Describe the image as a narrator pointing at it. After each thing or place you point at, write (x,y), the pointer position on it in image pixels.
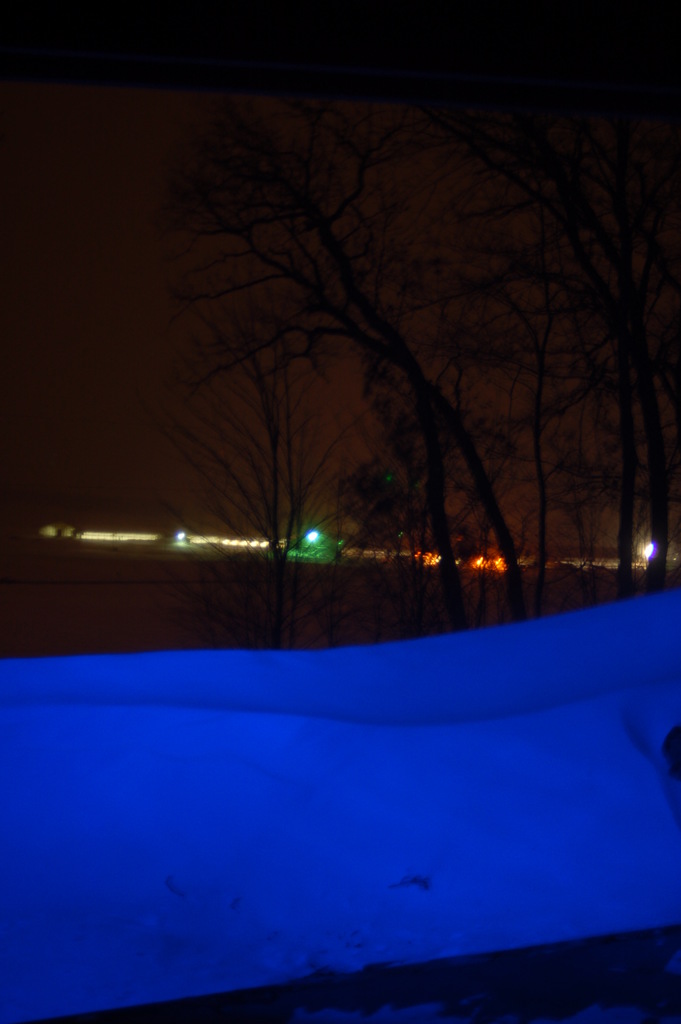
In this picture I can see trees (410,500). I can see lights (315,531) in the background (318,531). I can see clouds (143,283) in the sky (71,440).
